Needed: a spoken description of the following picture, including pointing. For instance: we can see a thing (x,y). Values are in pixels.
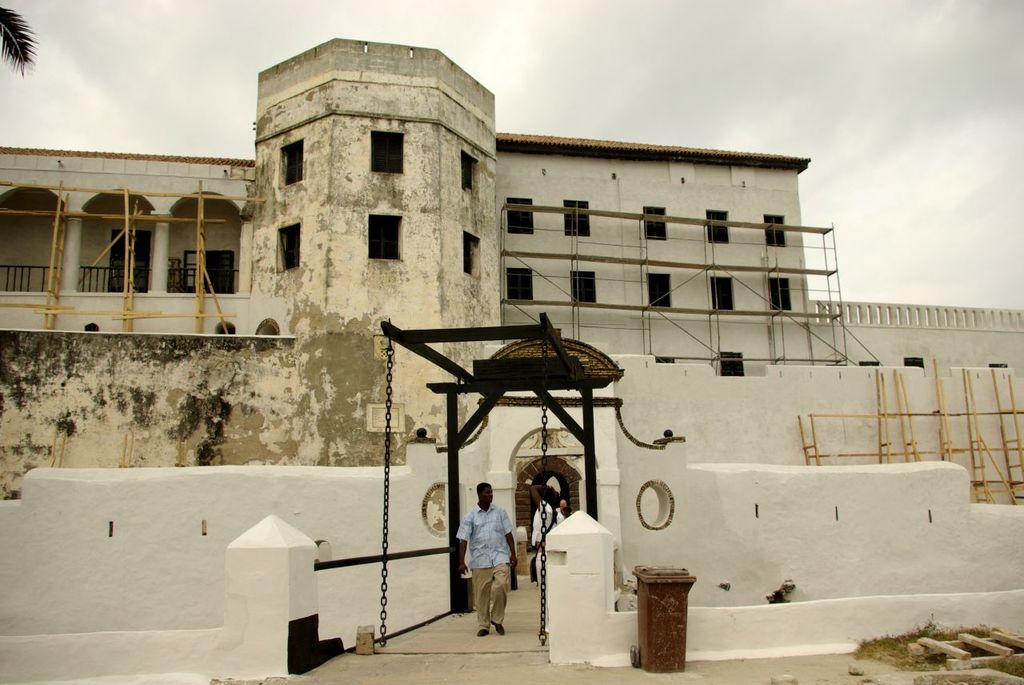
In this image we can see that there is a building (252,266) under construction. At the bottom (475,544) there is a person (498,576) walking on the floor (473,632). Behind him there is an entrance (528,474). Beside him it looks like a bridge (460,620) on which there are iron poles (560,416) and an arch (574,477). In the middle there is a dustbin (663,601) beside the wall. On the right side (961,650) bottom there are wooden sticks (970,661).
